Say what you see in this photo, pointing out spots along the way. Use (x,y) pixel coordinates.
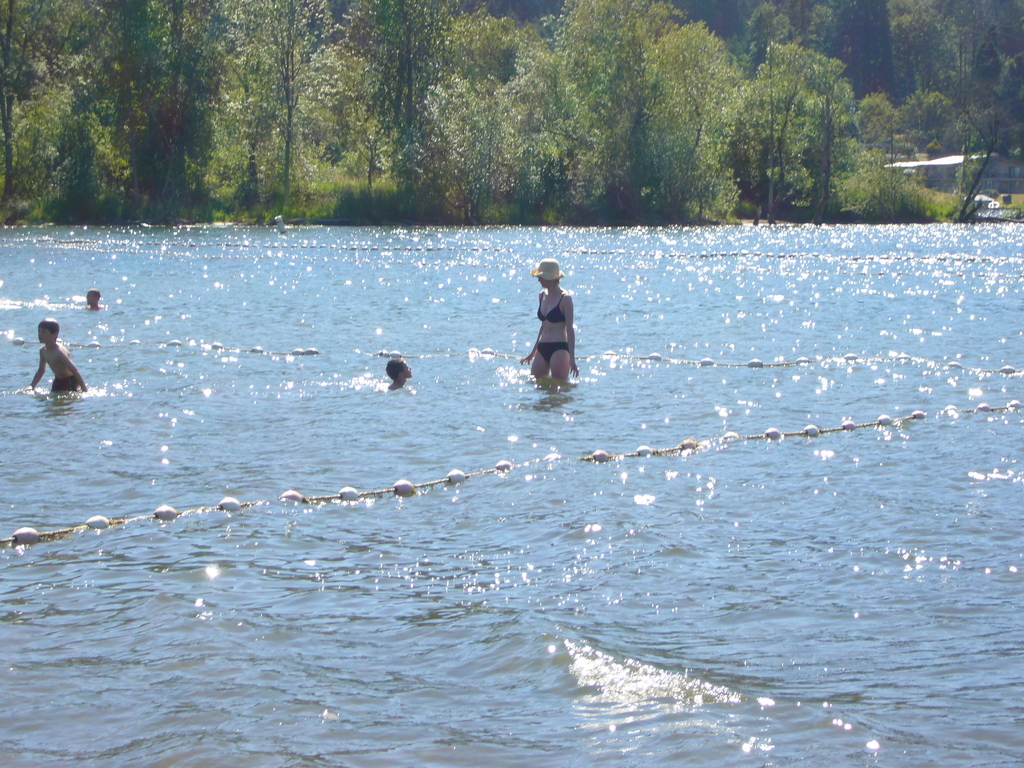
In this image there are people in the water (864,345), in the background (736,113) there are trees (619,62).
